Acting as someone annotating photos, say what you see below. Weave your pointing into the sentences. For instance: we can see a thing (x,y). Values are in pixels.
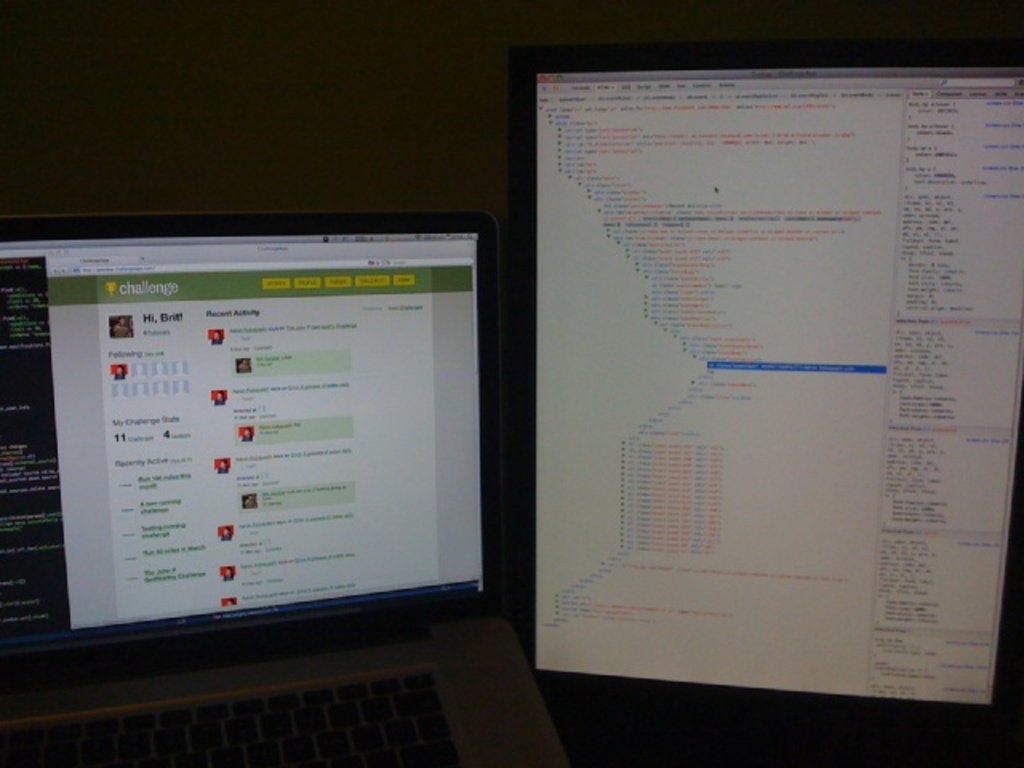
This image consists of a laptop (413,683) and computer (643,602). The laptop (442,561) is on the left side (278,508). The desktop (541,508) is on the right side (806,514).
